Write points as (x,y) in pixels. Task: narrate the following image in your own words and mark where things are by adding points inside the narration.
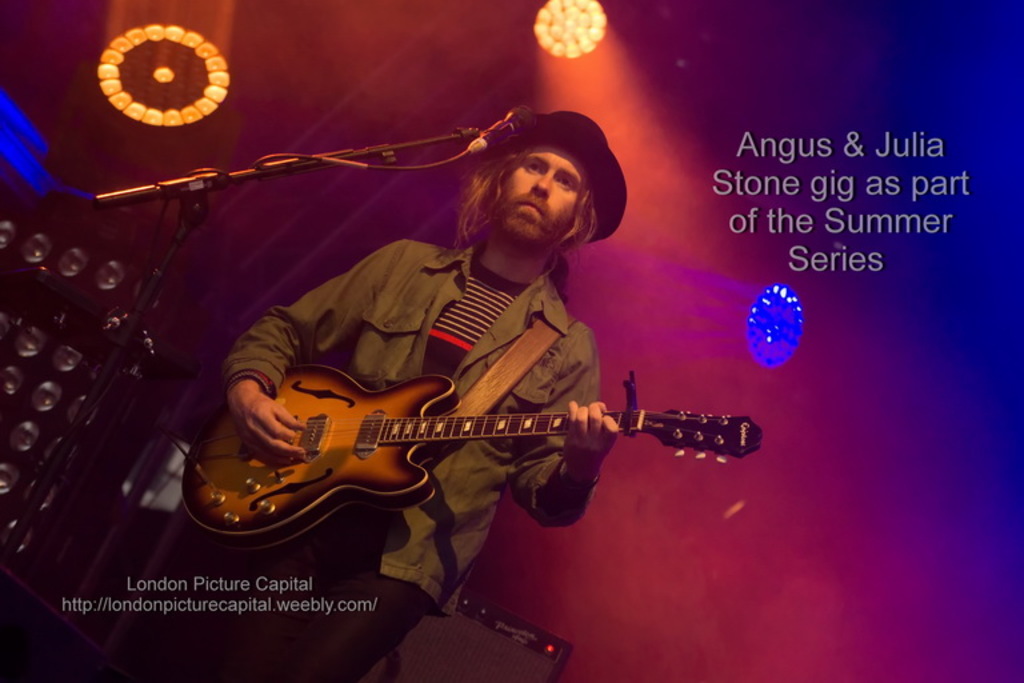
Here we can see a man (356,286) playing a guitar (376,436) with a microphone (483,142) in front of him, he is wearing a hat (569,157), behind him we can see colorful lights (587,46) present here and there
